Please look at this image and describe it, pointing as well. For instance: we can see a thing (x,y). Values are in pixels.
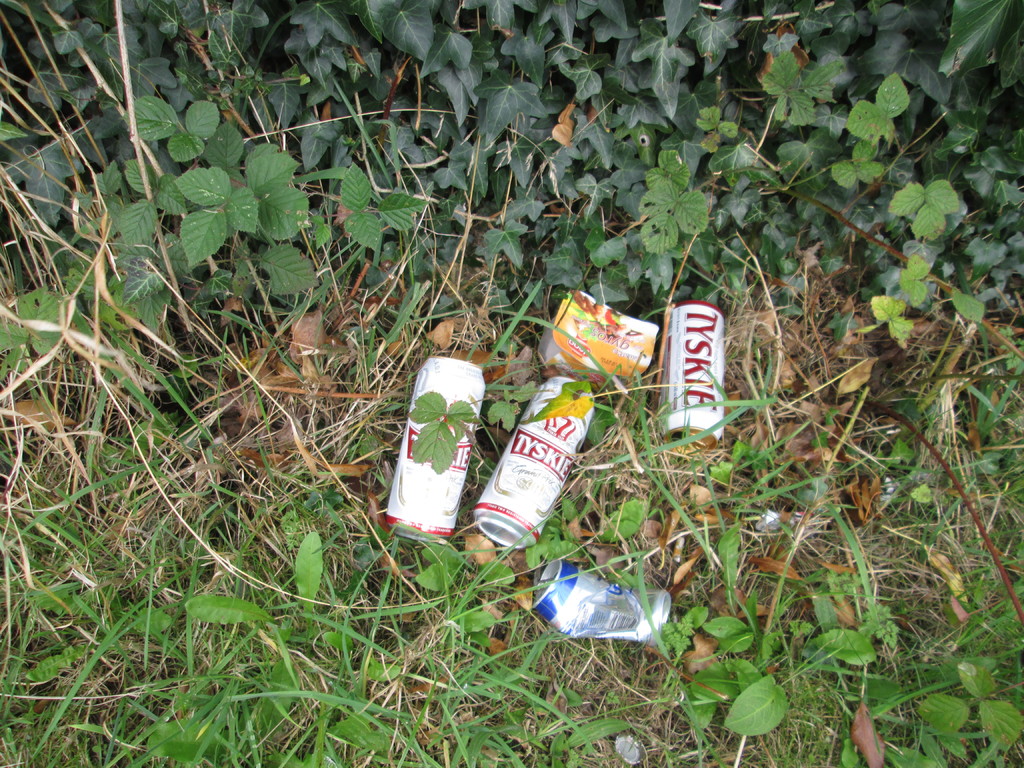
Three tins (445,377), one small tin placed on a grass (727,348). Beside that we have a plants (267,299).
